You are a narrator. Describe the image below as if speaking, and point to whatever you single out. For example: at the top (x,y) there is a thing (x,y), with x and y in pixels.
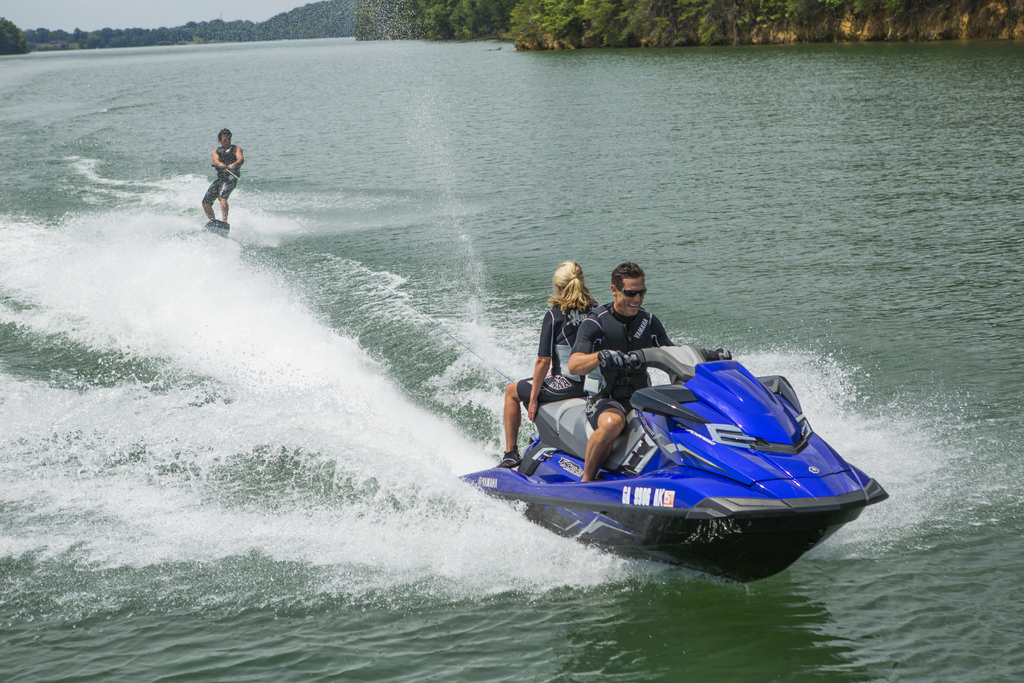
This is a lake (212,297). Here I can see two persons (609,377) are sitting on a personal watercraft (683,472). In the background (231,185) there is another person (214,197) surfing the board (214,229) on the water (128,282). In the background (277,25) there are many trees (350,19) and hills (122,33). At the top of the image (102,15) I can see the sky (107,0).
